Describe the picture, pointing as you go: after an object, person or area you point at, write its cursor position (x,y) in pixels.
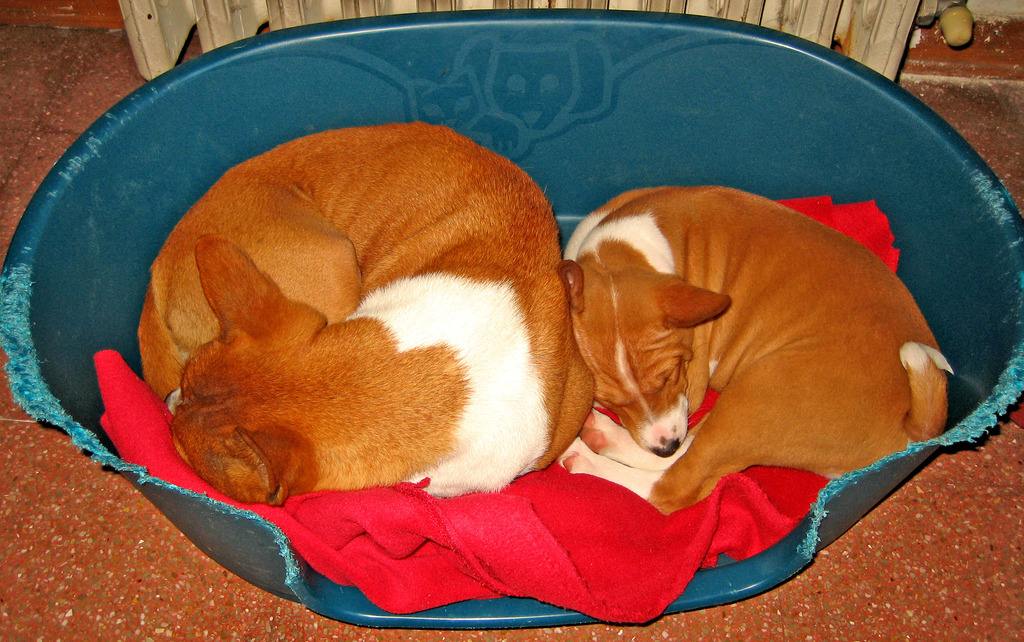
In this picture we can see the dogs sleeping in a tub (381,121). We can see a red blanket (606,516). At the bottom portion of the picture (943,602) we can see the floor (950,585). In the background (167,18) it seems like a radiator (214,24).
